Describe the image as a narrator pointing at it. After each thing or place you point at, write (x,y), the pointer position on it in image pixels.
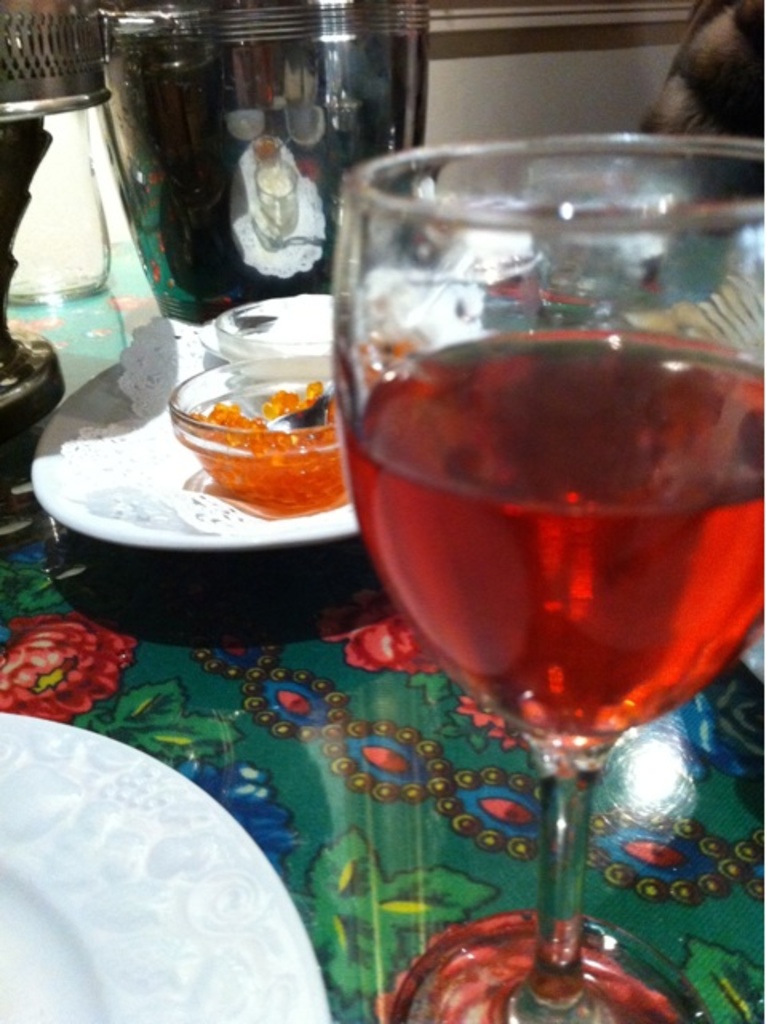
In this image, we can see a wine glass (585,192) with liquid (639,680), plates (47,1023) and few objects (15,378) are on the surface (373,804). Background (504,87) there is a wall (505,128). Here there is a steel object (245,143). On this object (311,178), we can see some reflections (320,232).
